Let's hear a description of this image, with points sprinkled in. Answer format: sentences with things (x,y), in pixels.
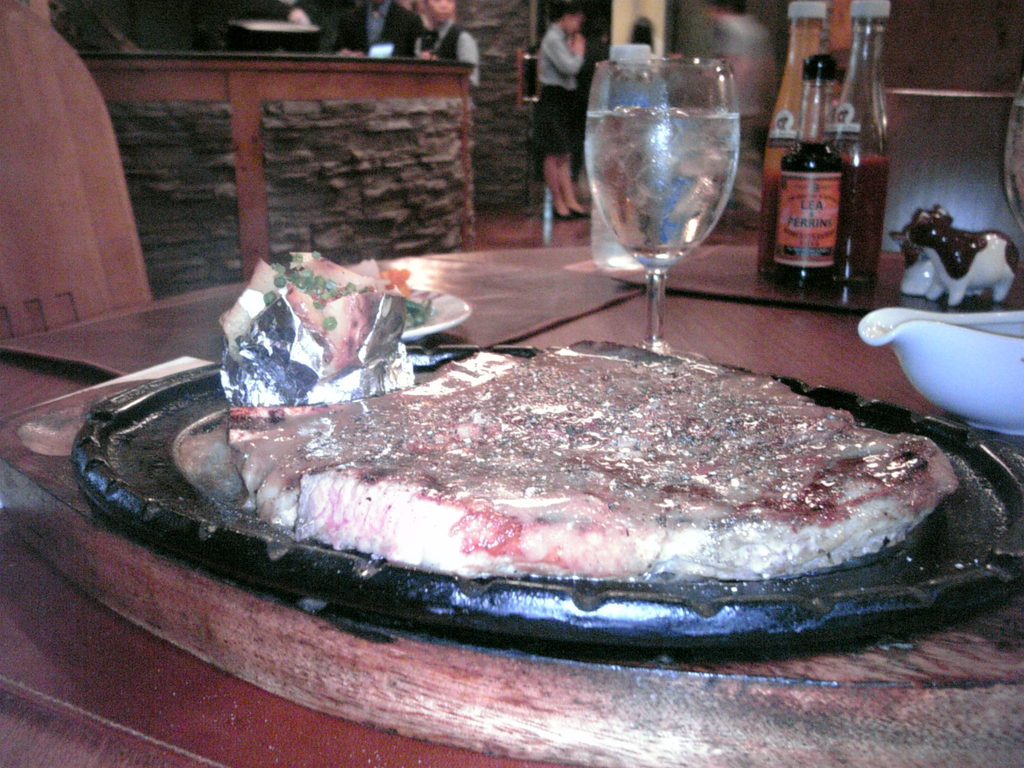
In this picture there is a table (479,283) on which some food items (366,478) were placed on the table (745,345) along with a glasses (665,197) and a bottles (799,228) on it. In the background (558,177) there are some people (440,48) standing near the desk (377,76).
